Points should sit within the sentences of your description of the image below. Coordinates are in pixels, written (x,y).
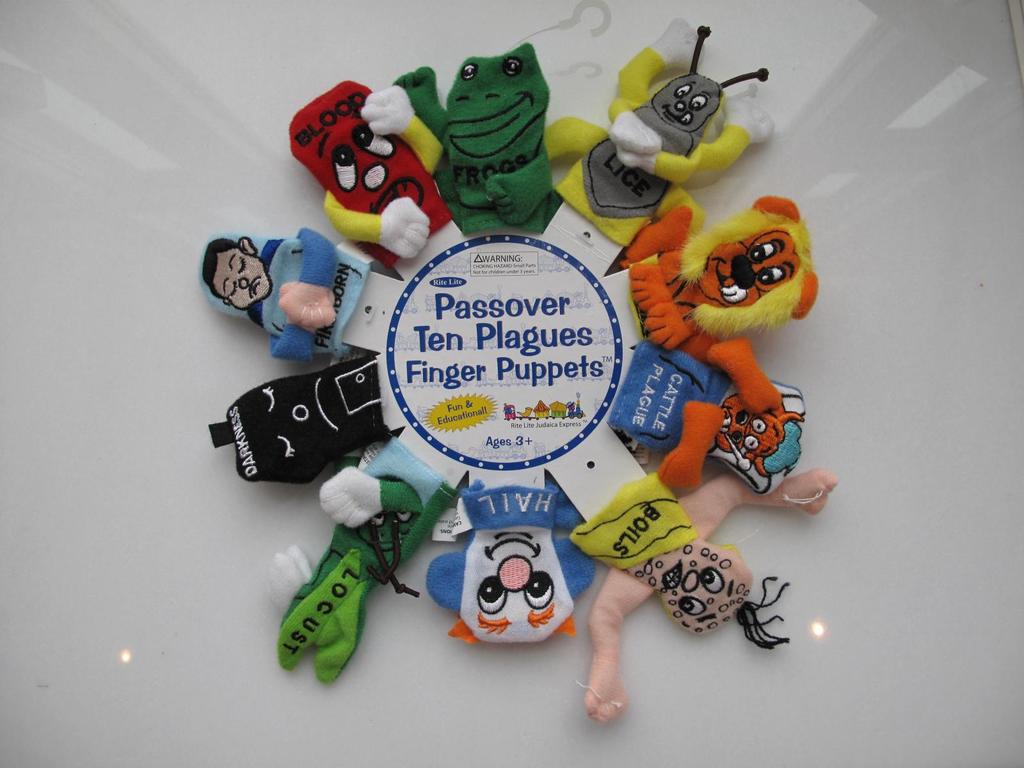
In this picture I can see finger puppets (377,418) and text (517,422) in the middle (478,399) and looks like a table (225,8) in the background (234,351).
